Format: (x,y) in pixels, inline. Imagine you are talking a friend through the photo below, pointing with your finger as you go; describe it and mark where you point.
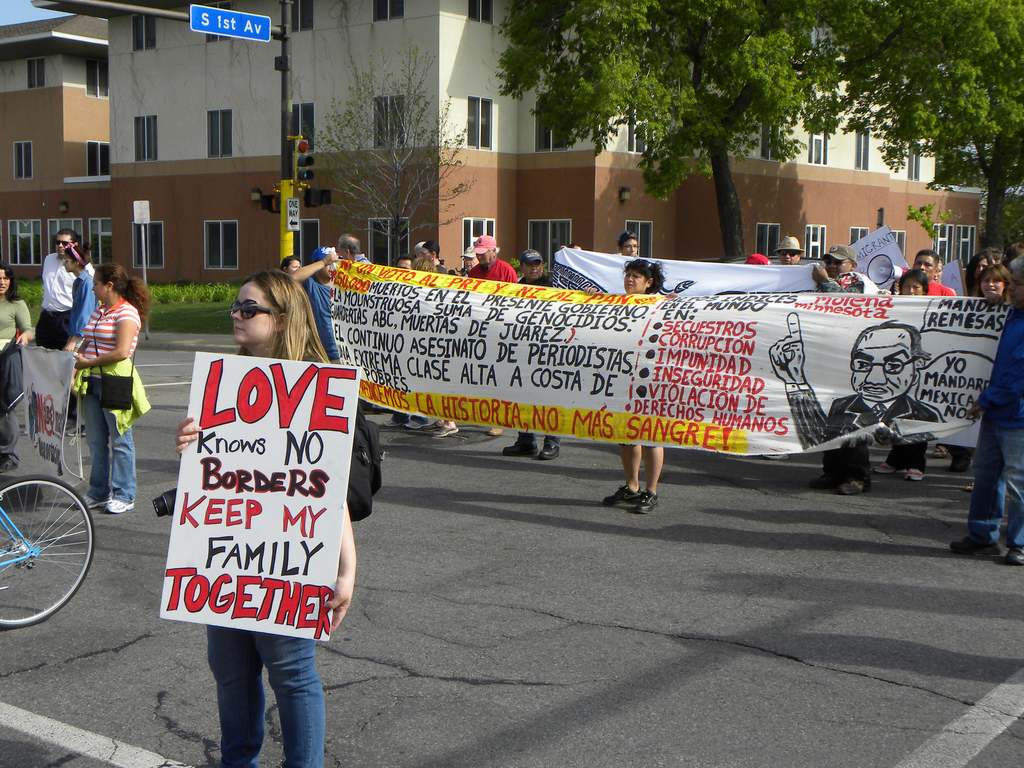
In the foreground of the image (172,541) there is a lady (290,298) holding a placard (240,436) with some text (220,468) on it. In the background of the image (316,314) there are people (60,243) holding banners (651,320). There is a building (276,98). There are trees (940,107). There is a pole (291,44) with sign board (244,38). At the bottom of the image (618,727) there is road (557,674). To the left side of the image (87,540) there is a Tyre (72,589) of a bicycle (87,537).
